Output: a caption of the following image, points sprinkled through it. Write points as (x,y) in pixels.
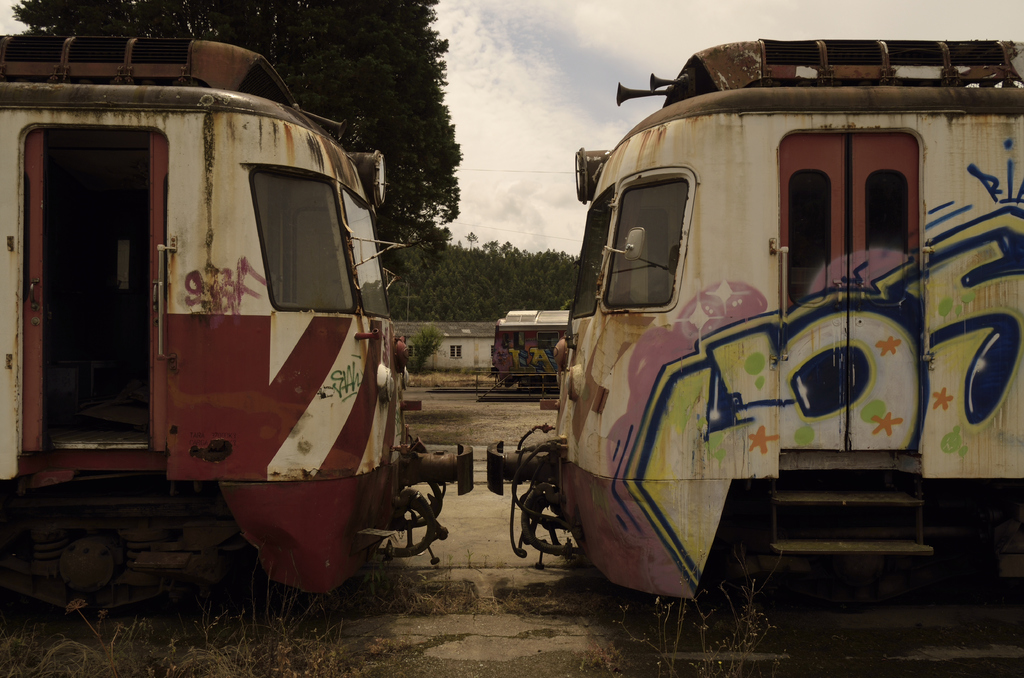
This image is taken outdoors. At the top of the image (543,139) there is the sky (528,190) with clouds (607,46). In the background (482,256) there are a few trees (387,149) and there is a house (446,352) with walls (468,354), windows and a roof (465,328). A train (505,333) is parked on the track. At the bottom of the image (494,648) there is a ground (477,638) with grass (676,641) on it. On the left (98,275) and right sides of the image there are two trains (617,273).
